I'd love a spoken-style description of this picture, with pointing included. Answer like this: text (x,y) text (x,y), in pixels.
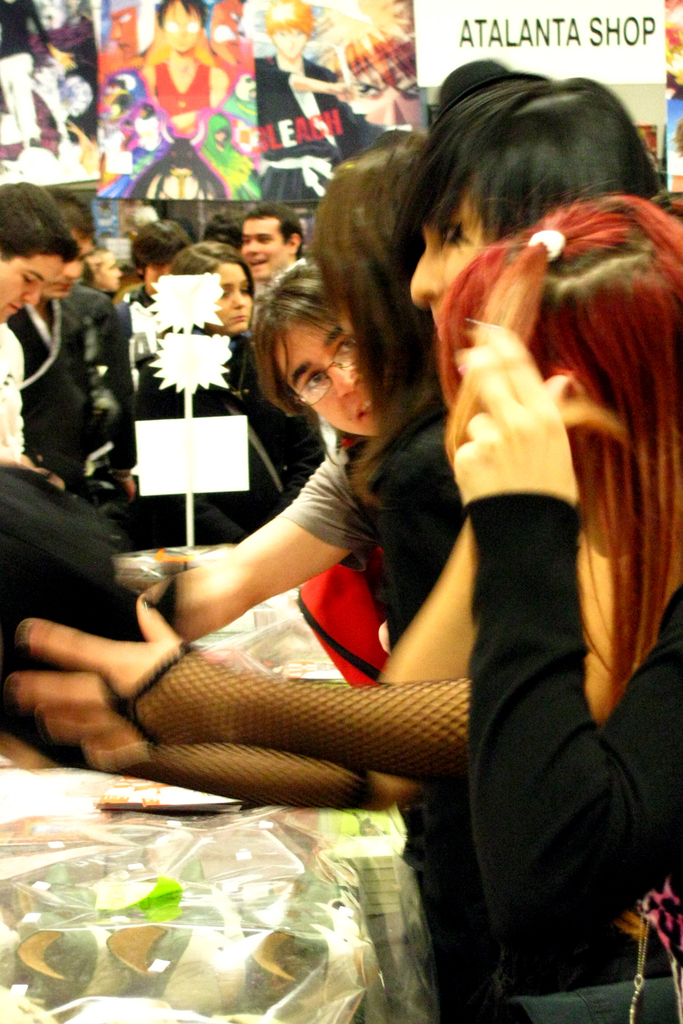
In this picture we can see some people (392,292) standing, in the background (326,140) there are some posters (267,48), we can see a board (496,53) here.
